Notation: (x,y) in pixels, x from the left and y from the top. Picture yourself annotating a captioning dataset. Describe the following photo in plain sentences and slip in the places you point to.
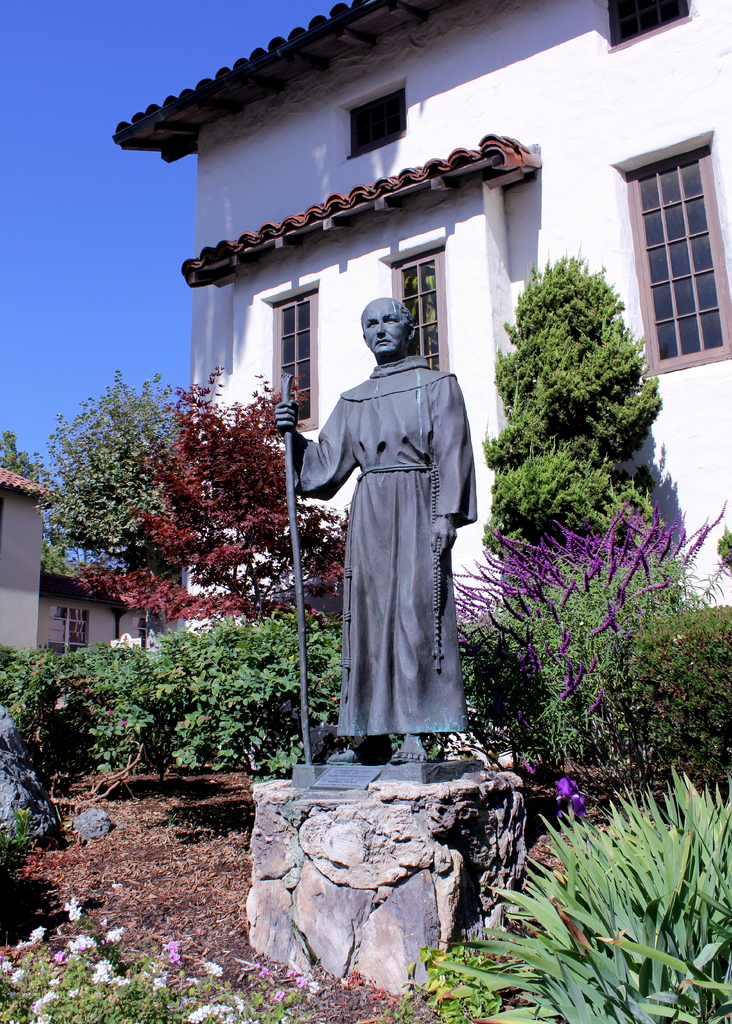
In this image I can see a building (572,212), in front of the building (698,344) I can see trees (66,475) and sculpture (365,517) and flowers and on the left side (101,376) I can see the sky (81,170) and buildings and I can see windows (686,197) on the building (676,257).
